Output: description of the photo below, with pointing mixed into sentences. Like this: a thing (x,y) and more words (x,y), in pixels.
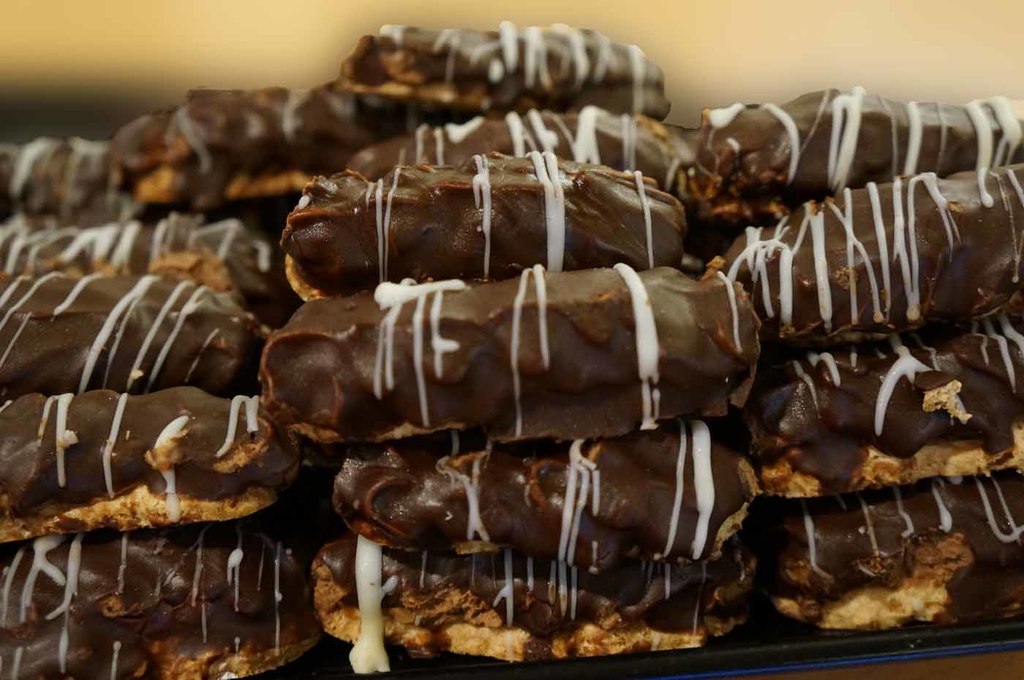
In this picture I can see there is food (387,211) arranged in a tray (467,668) and it is sprinkled with some white cream (377,637).
